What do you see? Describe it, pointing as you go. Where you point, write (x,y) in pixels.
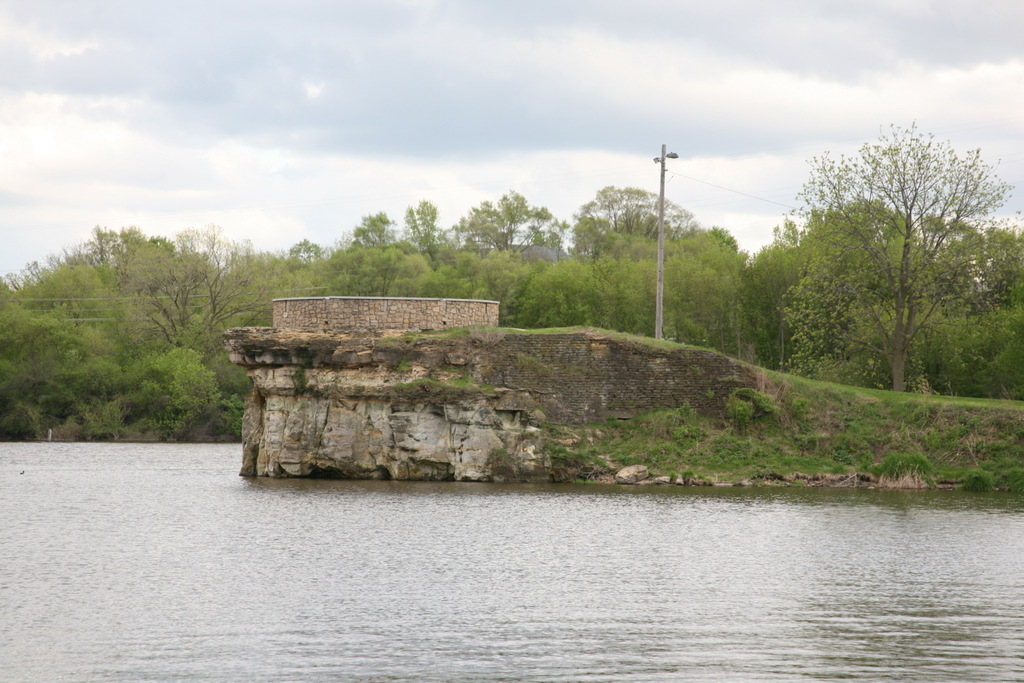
In this picture we can see water (459,624) at the bottom (425,616), there are trees (807,270), a pole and grass (795,393) in the background (794,380), there is the sky (418,108) and clouds (809,32) at the top of the picture (418,108).
